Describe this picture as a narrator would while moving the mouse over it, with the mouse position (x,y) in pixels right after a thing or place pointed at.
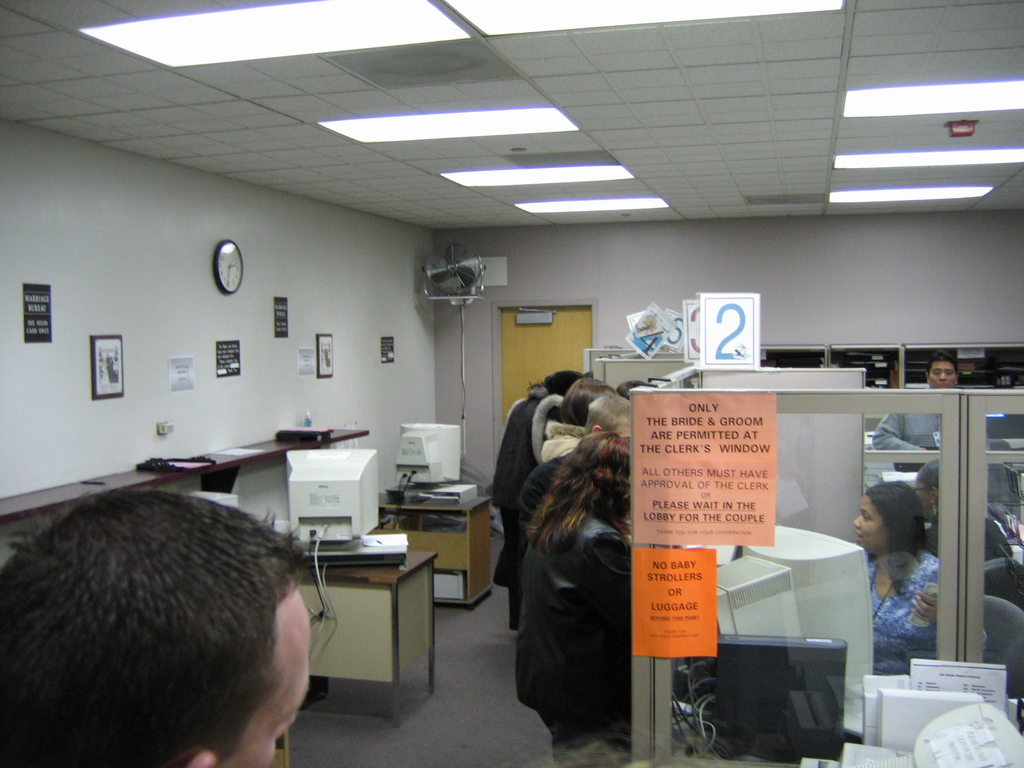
In this image i can see few people (526,636) standing and few people (928,558) sitting on chairs (1005,568), i can see monitors (767,558) on the desks (379,500). In the background (278,502) i can see a wall (121,276), the ceiling (262,139), a clock (223,282), few photos (120,381) attached to the wall (351,348) and a fan (469,281).
